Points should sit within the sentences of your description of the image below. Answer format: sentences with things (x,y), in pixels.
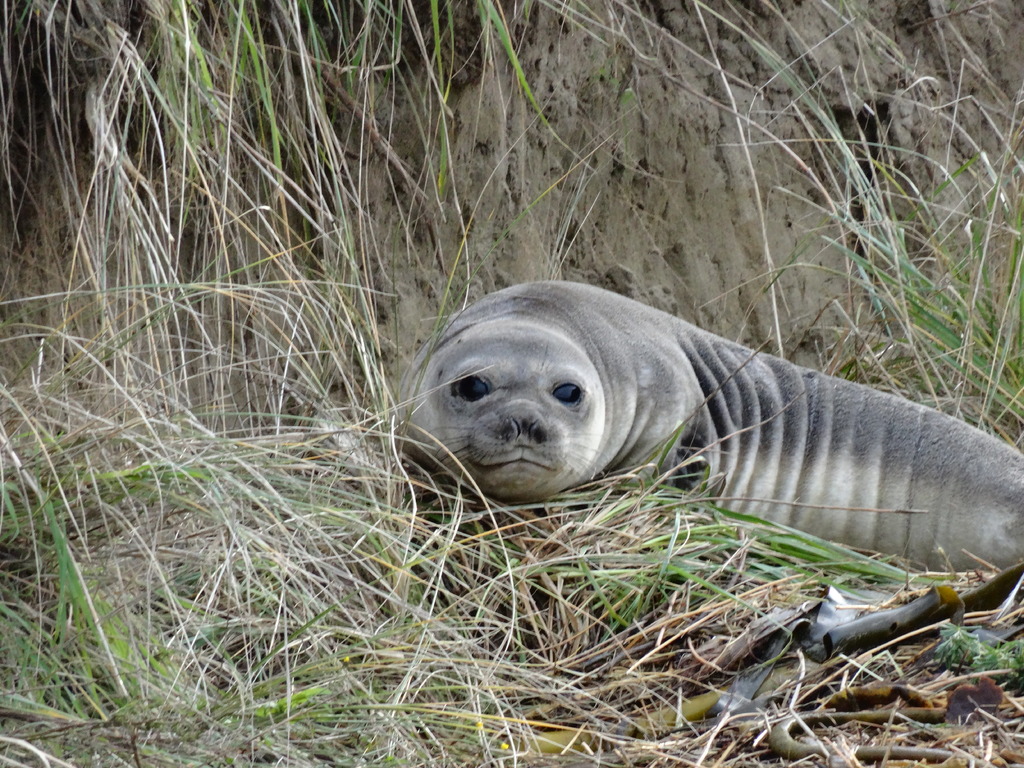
In this picture I can see there is a seal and there's grass (540,571) on the floor (349,566). In the backdrop (470,139) there is a mountain (470,139) and there is soil (743,176).
